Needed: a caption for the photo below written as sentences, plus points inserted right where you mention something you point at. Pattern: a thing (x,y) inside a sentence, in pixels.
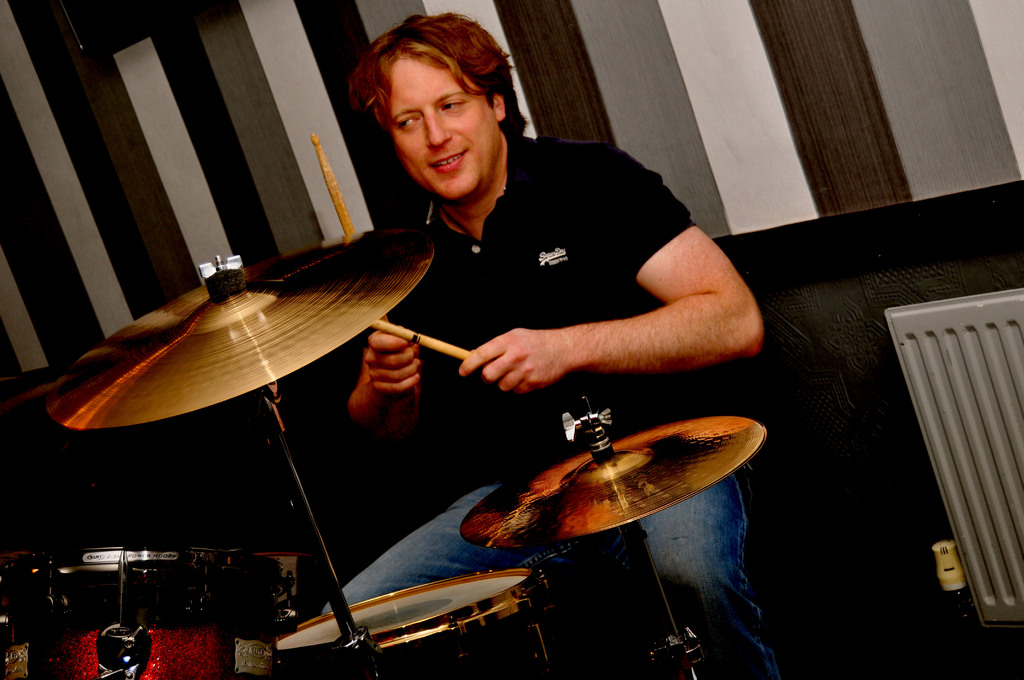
In the foreground of this image (507,357), there is a man (505,304) sitting behind the drums (172,640) holding drum sticks (430,340) in his hand (392,341). In the background (797,159), there is a wall (849,214).
